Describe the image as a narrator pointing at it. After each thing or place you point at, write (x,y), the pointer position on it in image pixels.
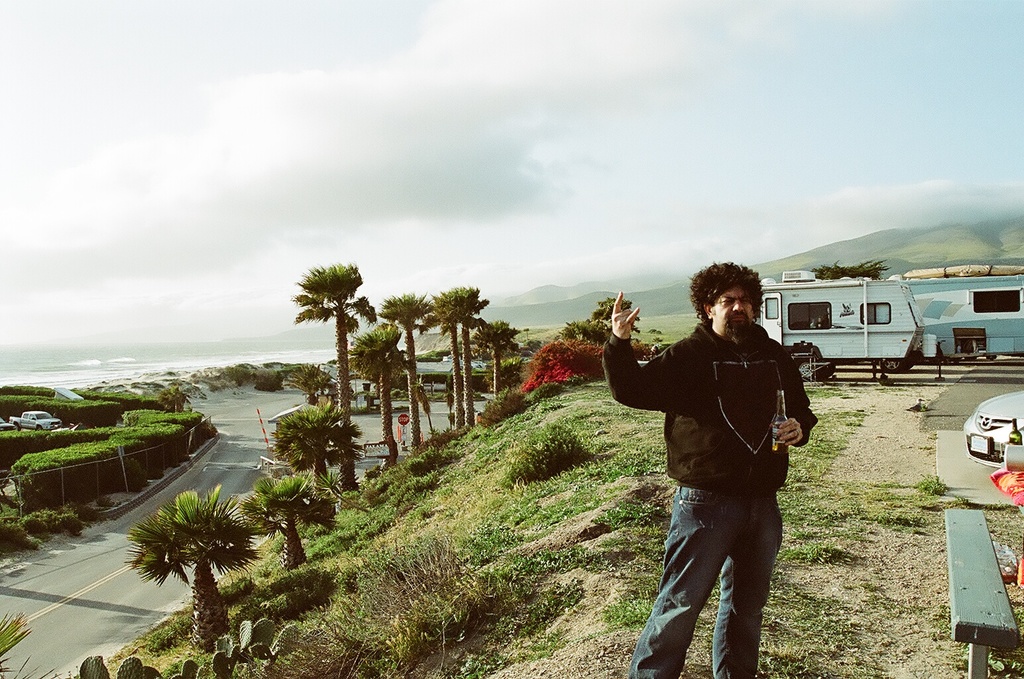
In this image on the right side (759,411) we can see a man (733,466) is standing and holding a bottle (781,408) in his hand (794,421) and there are vehicles (857,322), objects (947,529) and grass (861,491) on the ground (933,397). In the background (342,414) there are trees (313,421), vehicles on the road (199,482), plants (134,660), sign board poles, water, house (432,368), mountains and clouds (292,117) in the sky (860,35).
